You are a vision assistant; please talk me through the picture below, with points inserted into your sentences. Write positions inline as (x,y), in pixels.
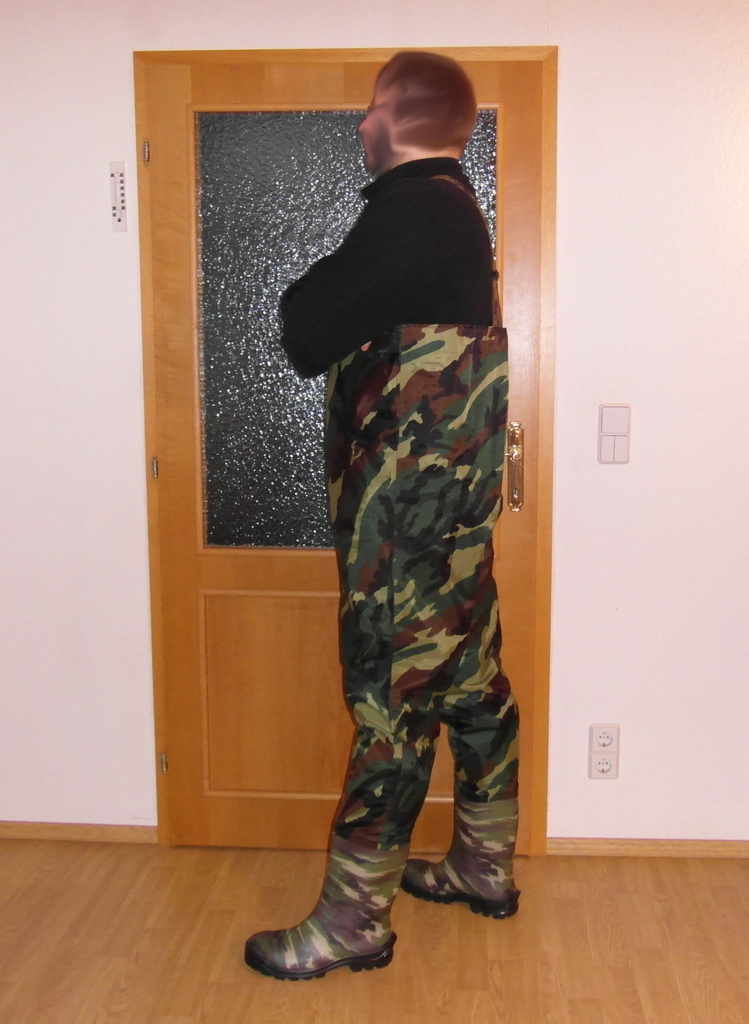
In this image I can see a man (382,535) is standing on the floor (294,993) facing towards the left side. At the back of this man (390,426) there is a door (228,572) and a wall (60,93).
